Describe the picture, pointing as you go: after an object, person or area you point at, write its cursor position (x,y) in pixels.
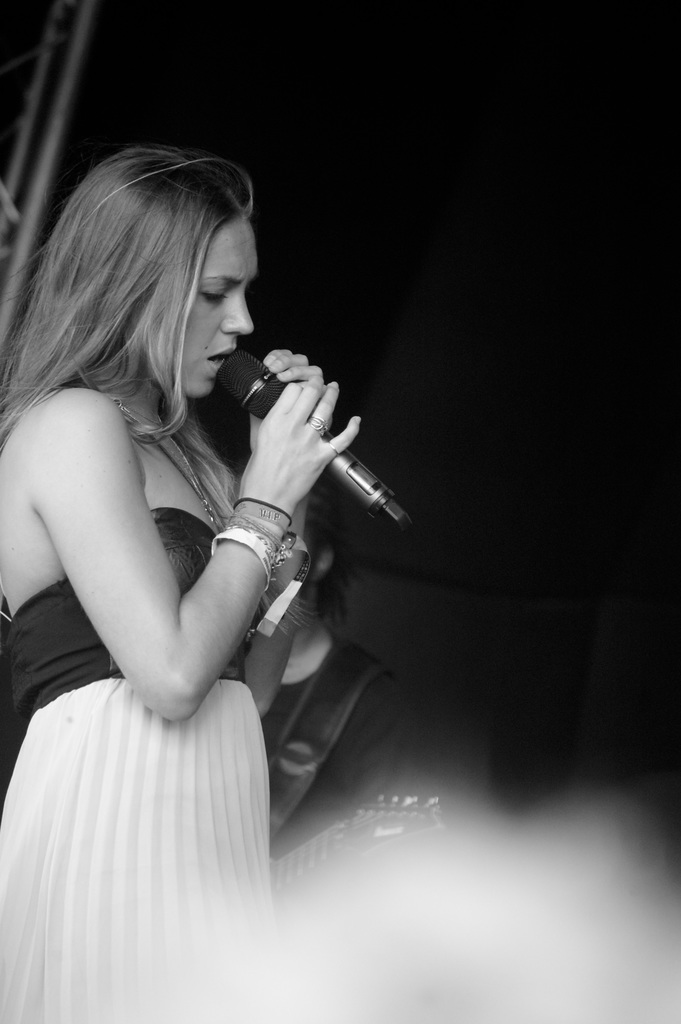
In this picture we can see woman (52,319) holding mic (263,414) with her hand (269,486) and singing and in background (332,657) we can see other person (340,679) holding guitar (400,802) and it is dark.
